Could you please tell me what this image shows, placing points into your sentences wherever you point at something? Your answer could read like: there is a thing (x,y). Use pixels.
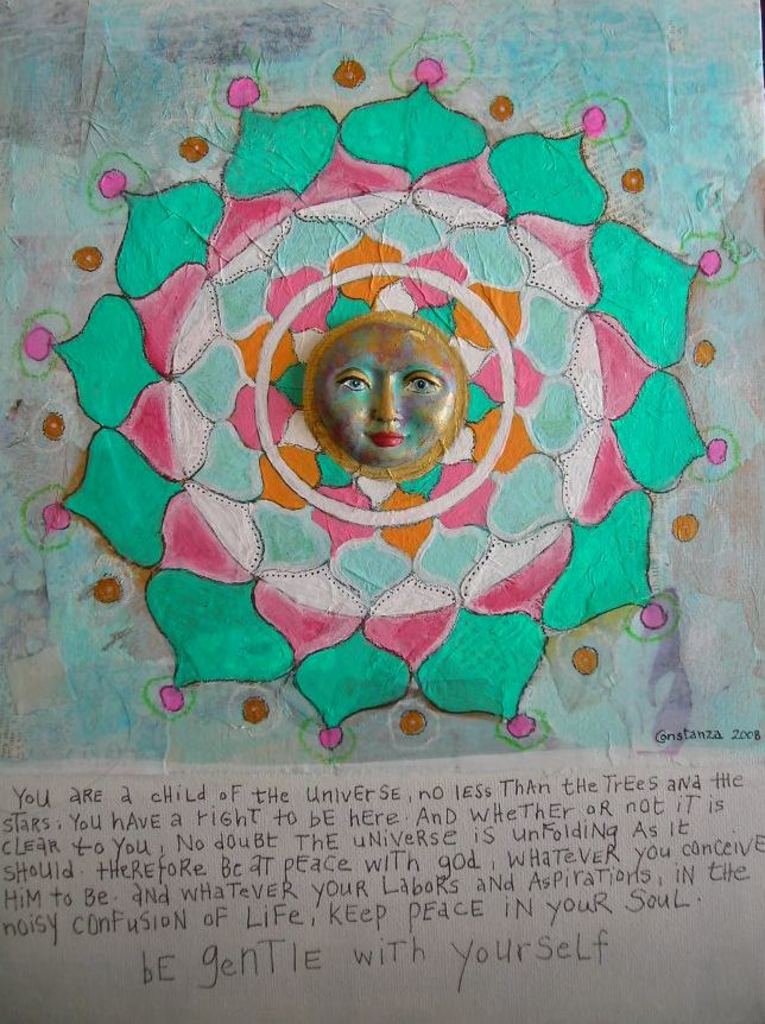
In this image there is a drawing (672,504) of sun (693,406) in paper (578,767), under that there is some note (279,937).
